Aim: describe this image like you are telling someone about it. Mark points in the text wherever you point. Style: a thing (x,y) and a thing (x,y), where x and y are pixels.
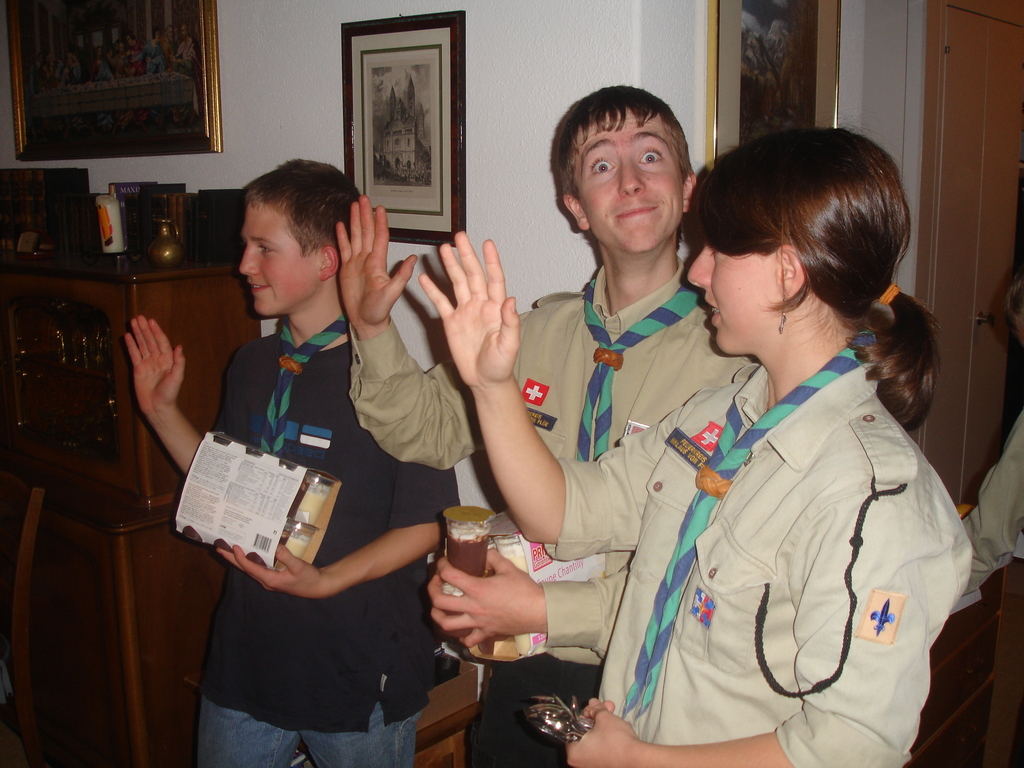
In this image we can see three persons (629,593) standing on the floor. Two persons (424,592) are holding boxes (568,575) in their hands (434,608). One woman (860,565) is holding spoons (569,707) in her hand (608,716). On the right side of the image (1004,533) we can see a person (1013,504), door (1014,219), group of photo frames (368,111) on the wall (328,111). To the left side of the image (181,334) we can see a chair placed on the ground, cupboard (169,552) with some objects (86,232) on it.
